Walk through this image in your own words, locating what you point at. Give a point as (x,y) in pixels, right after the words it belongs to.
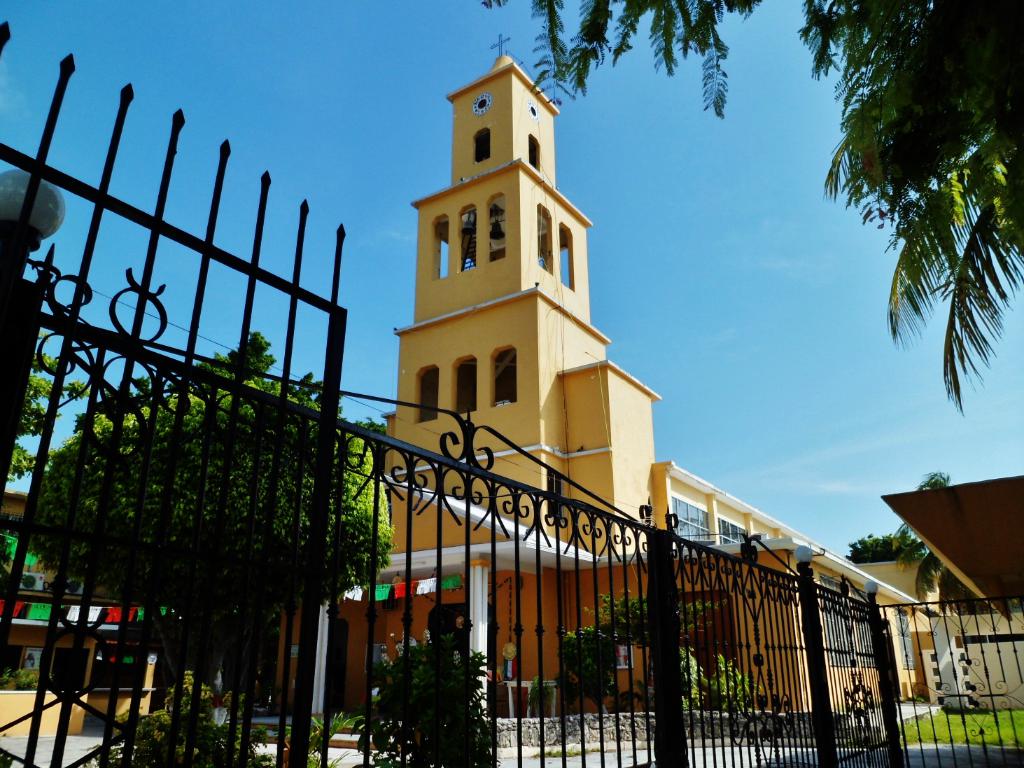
In this picture there is a boundary (293,410) and plants (308,440) at the bottom side of the image (456,565) and there is a church (501,136) in the background area of the image (724,504), on which there are windows (694,507) and there are lamps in the image.
